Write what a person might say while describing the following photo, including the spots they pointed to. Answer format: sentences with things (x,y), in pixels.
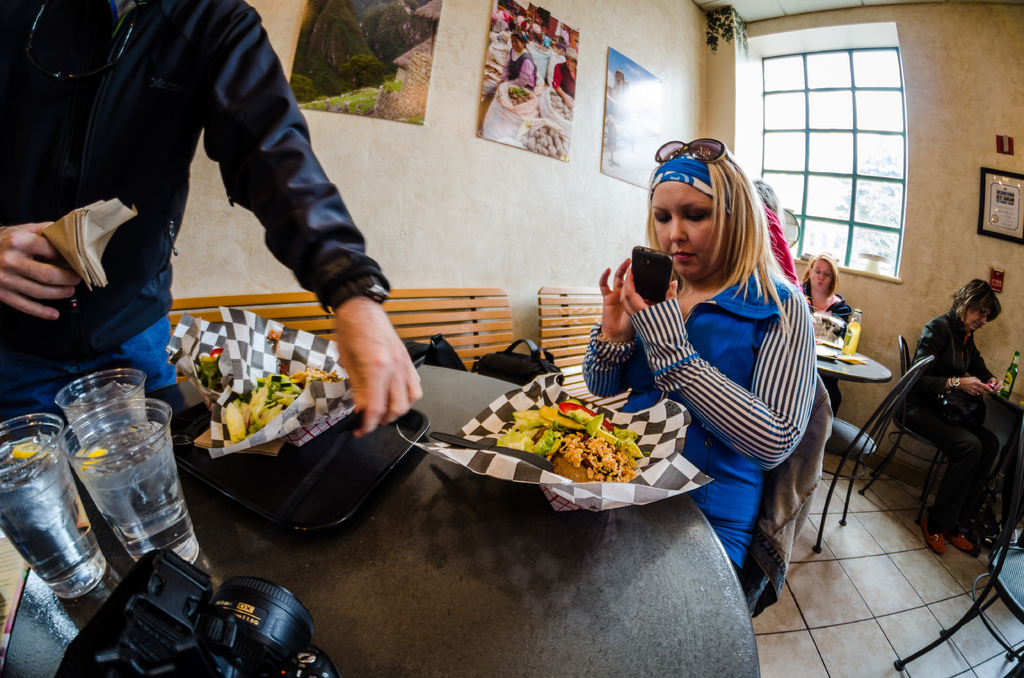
In this image, There is a table (535,491) on that table (451,388) there is a camera (213,651) in black color and there are some glasses (51,483) on the table (191,498), In the middle (676,351) there is a woman (717,433) sitting on the chair (782,493) and she is holding a mobile (652,279) which is in black color, In the left side (106,361) there is a man (61,160) standing and he is holding a paper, In the background (936,391) there are some people (934,370) sitting on the chairs (922,364) and there is a white color wall (775,38) and there is a green color window (858,121).
